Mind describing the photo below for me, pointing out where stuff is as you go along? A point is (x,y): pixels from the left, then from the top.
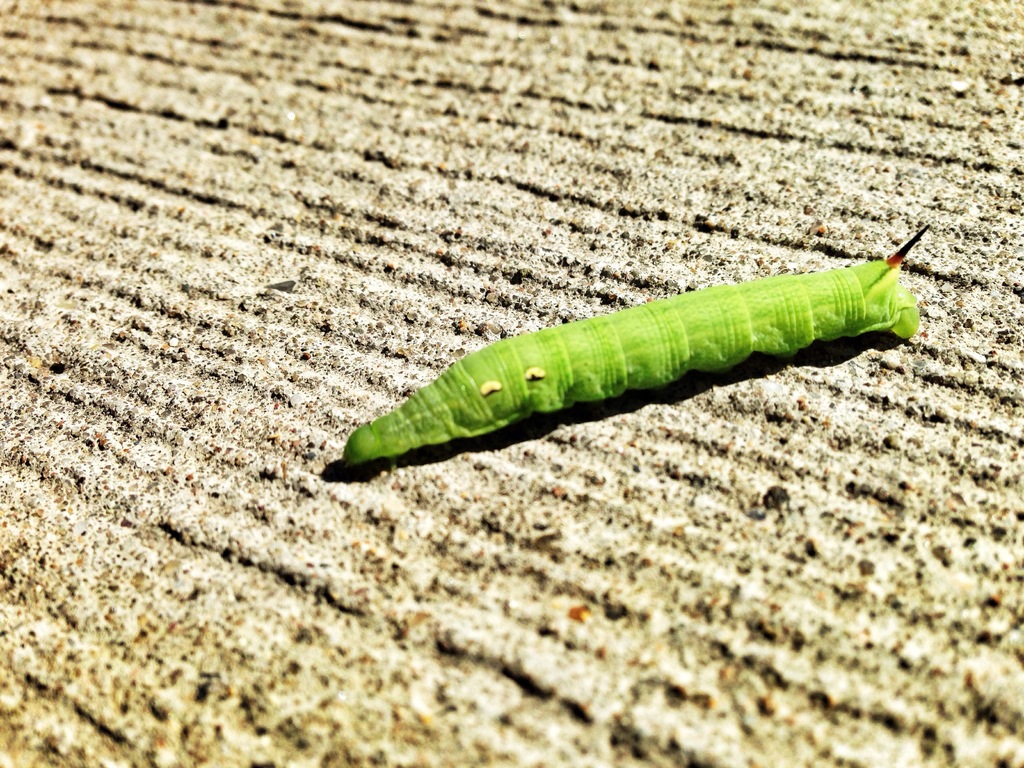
In this image I can see a caterpillar (549,363) which is in green color. At the bottom of the image (284,634) I can see the land (375,709).
